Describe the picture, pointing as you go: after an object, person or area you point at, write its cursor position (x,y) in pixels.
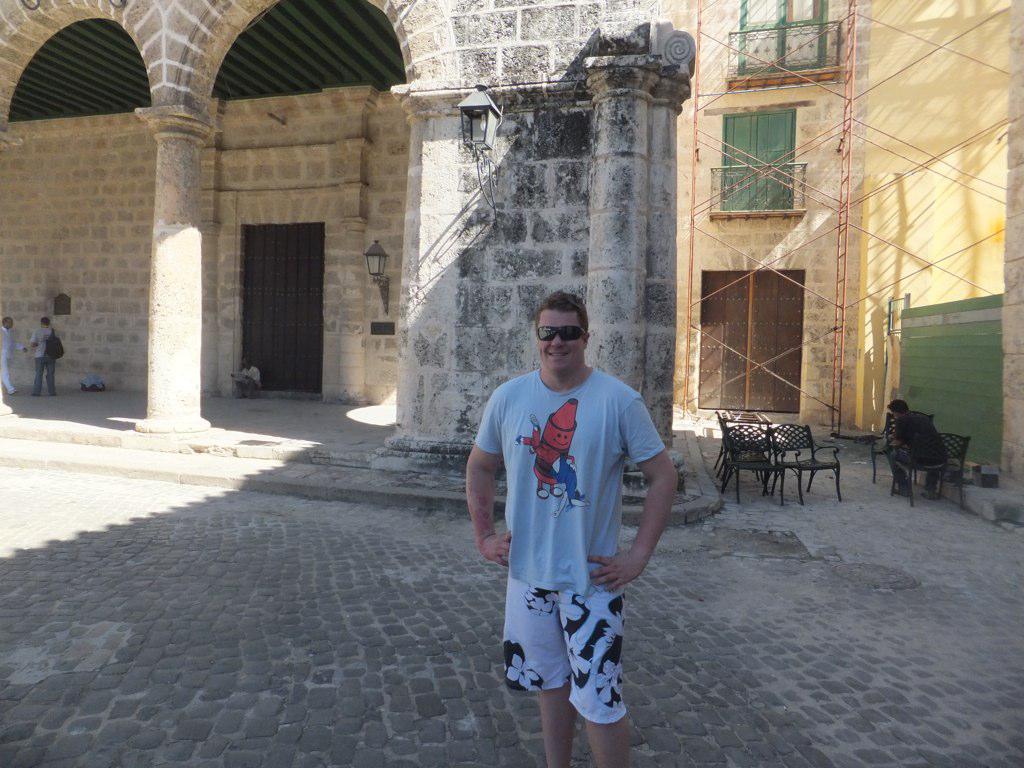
In this image there is a person (662,456) in the foreground (661,488). There is a road (390,604) at the bottom (655,662). There are chairs (960,472), building (801,398) with doors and metal railings (837,65) and a person (905,478) sitting on the right corner (935,463). There are people (6,325) on the left corner (47,336). There are pillars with roof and wall (522,77) in the background (536,149). There is light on the wall (476,204).
